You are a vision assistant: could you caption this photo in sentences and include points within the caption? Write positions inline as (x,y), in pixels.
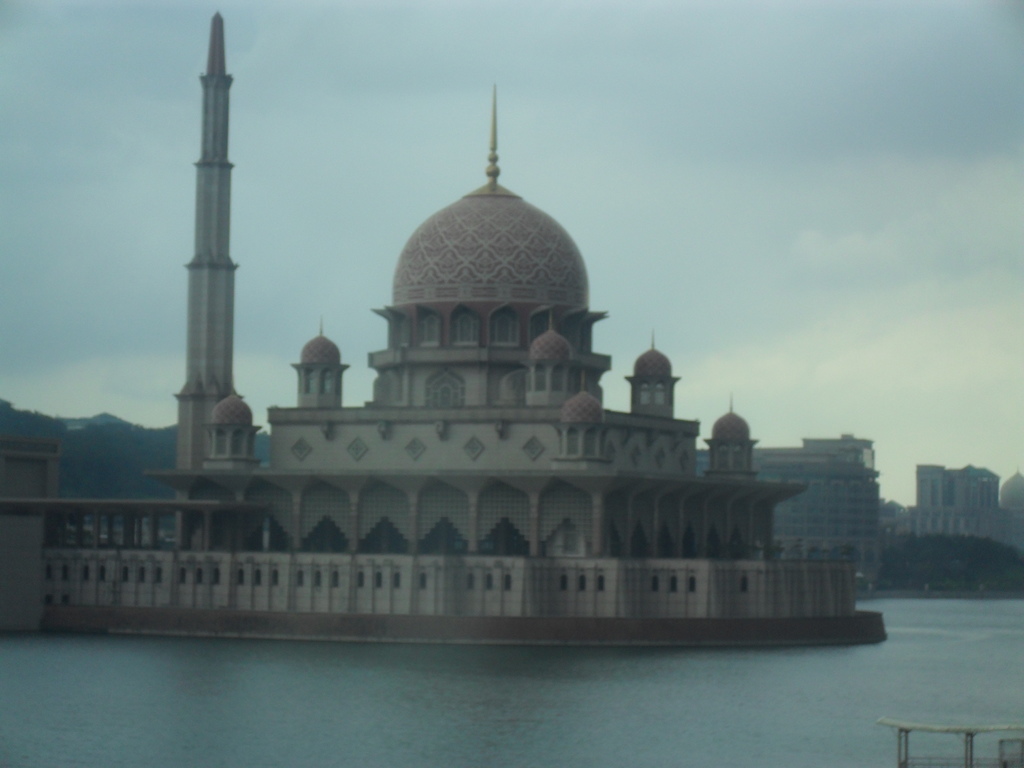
In this image, we can see a putra mosque (508,536). At the bottom (804,692), we can see the water (578,758). On the right side of the image (971,583), we can see few buildings (1003,510) and trees (880,557). Background (810,314) there is a sky (792,316).
